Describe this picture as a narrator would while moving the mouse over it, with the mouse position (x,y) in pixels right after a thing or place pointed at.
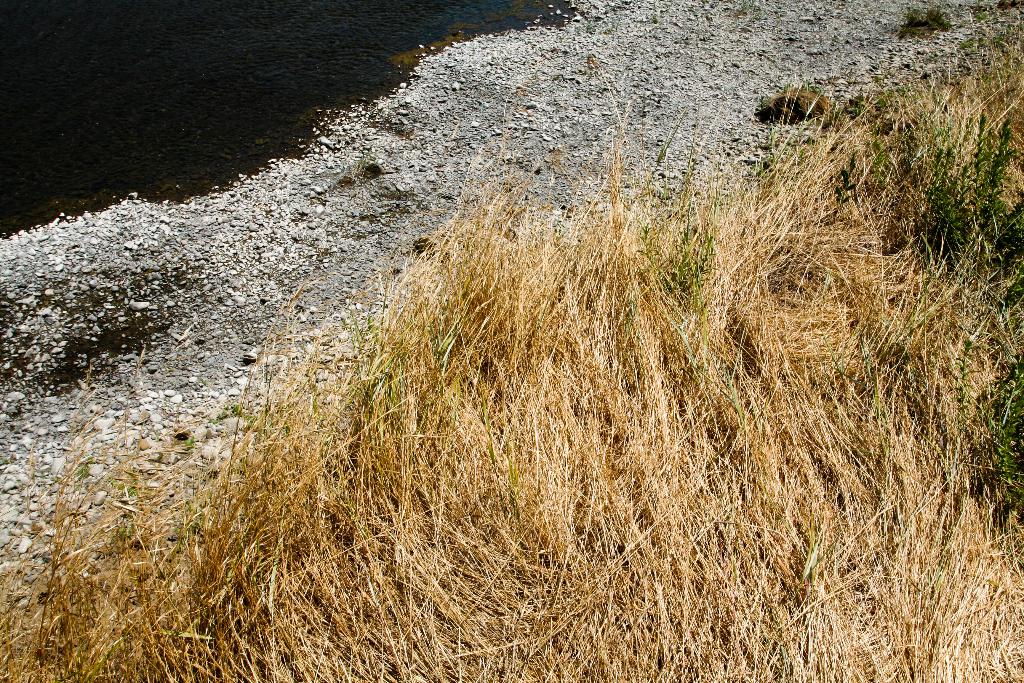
In this image we can see some dried grass (525,426), stones (314,327) and the water (211,156).
